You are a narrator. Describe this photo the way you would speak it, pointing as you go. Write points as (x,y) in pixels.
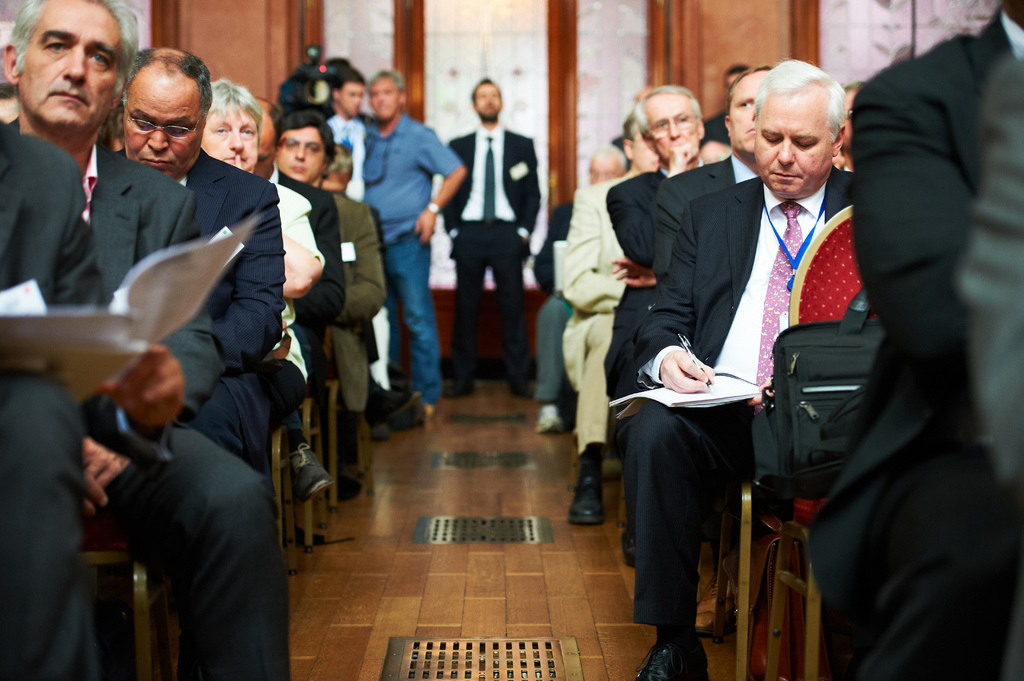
In the center of the image (427,304) we can see three people (381,89) are standing and a man (344,68) is holding a camera (301,104). In the background of the image (195,5) we can see the wall (195,5), doors (845,32) and some people (235,353) are sitting on the chairs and some of them are holding books (733,391) and a man (742,367) is writing on the book (713,400) with pen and also we can see a bag (779,396). At the bottom of the image (519,562) we can see the floor (593,556).
